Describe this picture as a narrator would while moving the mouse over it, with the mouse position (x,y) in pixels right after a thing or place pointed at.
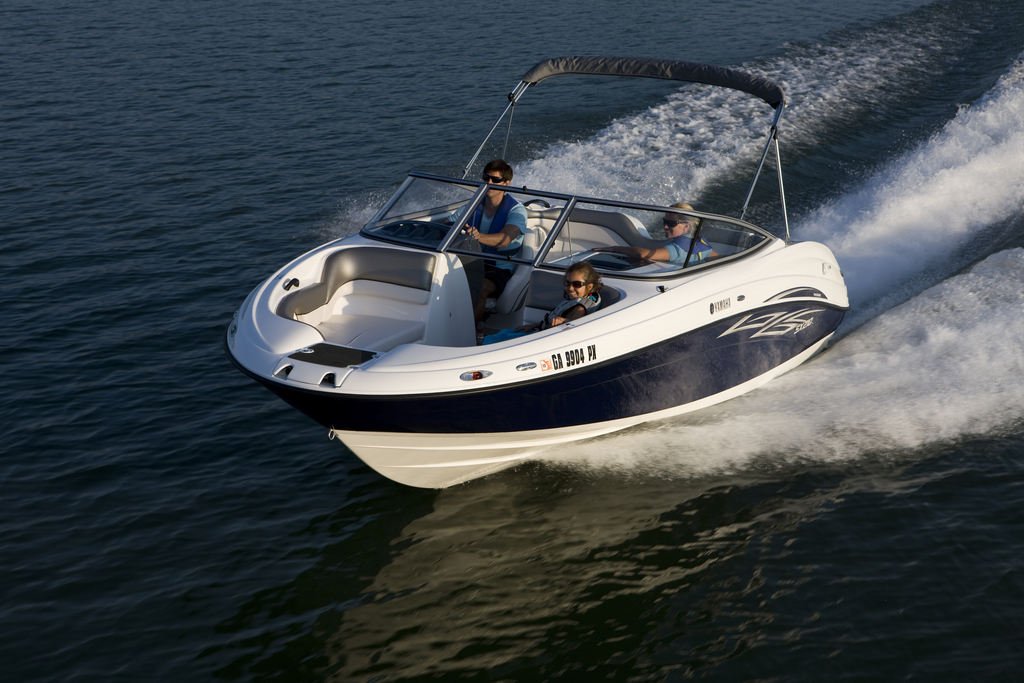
In this image we can see persons (518,206) sitting in the boat (603,301) on the sea (341,529).
